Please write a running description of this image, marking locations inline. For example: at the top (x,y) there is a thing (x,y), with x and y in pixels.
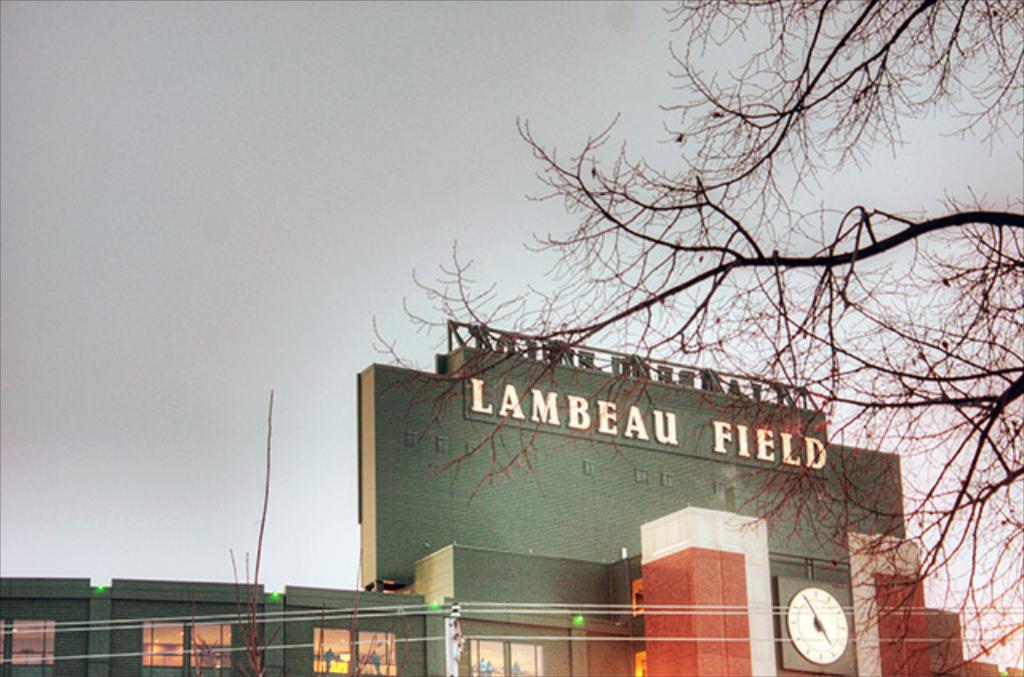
In the given image i can see a building (120,676) with some text (624,375) and i can also see a lights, windows (171,661), clock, trees (256,662) and sky (275,308).
